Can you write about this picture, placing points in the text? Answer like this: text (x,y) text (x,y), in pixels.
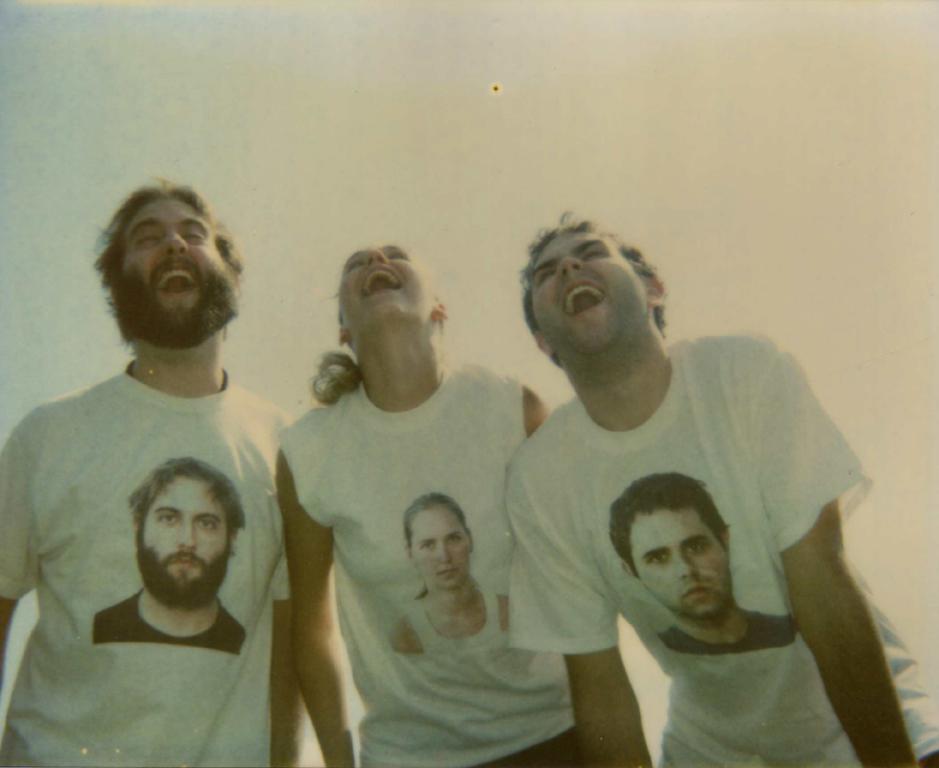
Here in this picture we can see two men (228,427) and a woman (525,411) standing over a place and laughing out loud and we can see they are wearing white colored t shirts (458,499) with pictures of them on it and we can see the sky (765,136) is cloudy.
